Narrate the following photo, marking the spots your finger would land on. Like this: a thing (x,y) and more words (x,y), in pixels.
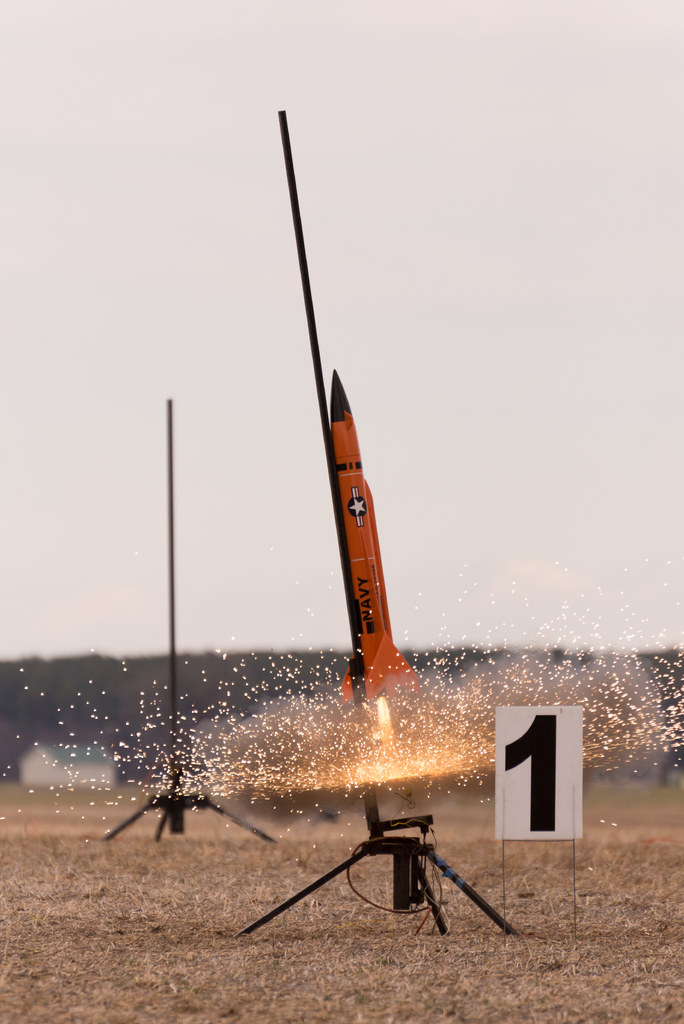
Here we can see a rocket (367,619) flying in to the sky (259,489) and we can see two stands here and a number tag (533,787) on the ground (538,910). In the background (297,694) there is a house (51,766), trees (45,677) and sky (221,115).
